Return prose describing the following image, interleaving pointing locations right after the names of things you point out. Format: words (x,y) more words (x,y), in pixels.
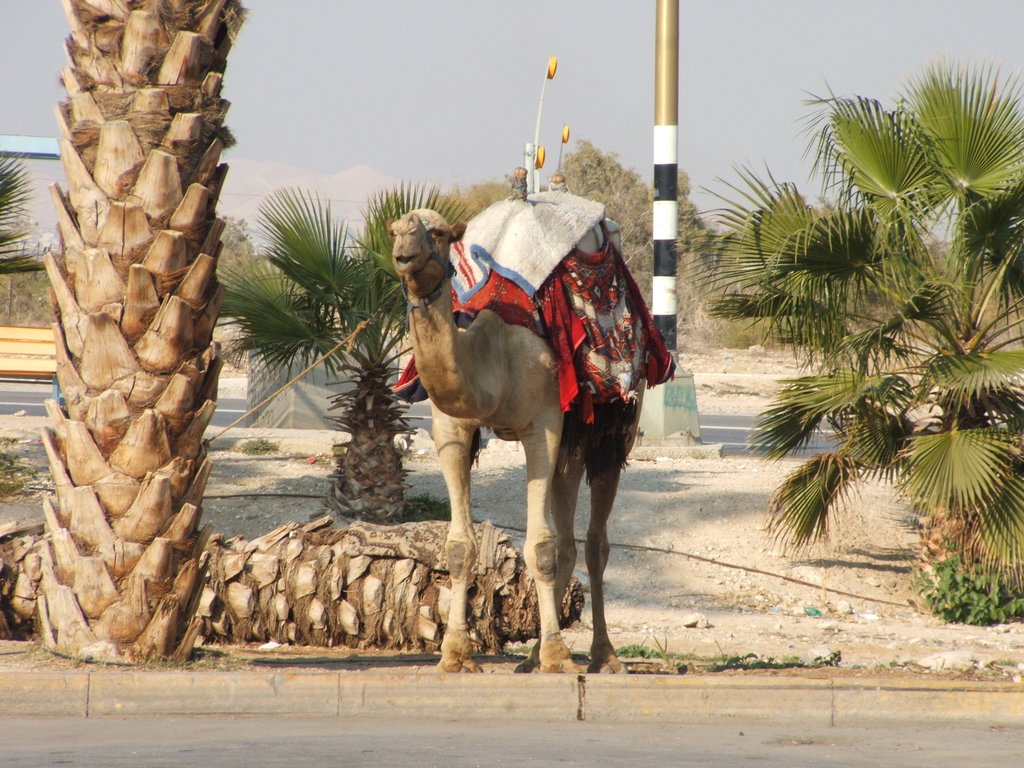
Here in this picture we can see a camel (517,343) present on the road (534,737) over there and we can also see trees (121,254) and plants (807,502) present on the ground (727,461) over there and behind it we can see a log (485,607) present over there and we can also see a pole (673,63) present behind it and we can see clouds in the sky (336,105) over there.
